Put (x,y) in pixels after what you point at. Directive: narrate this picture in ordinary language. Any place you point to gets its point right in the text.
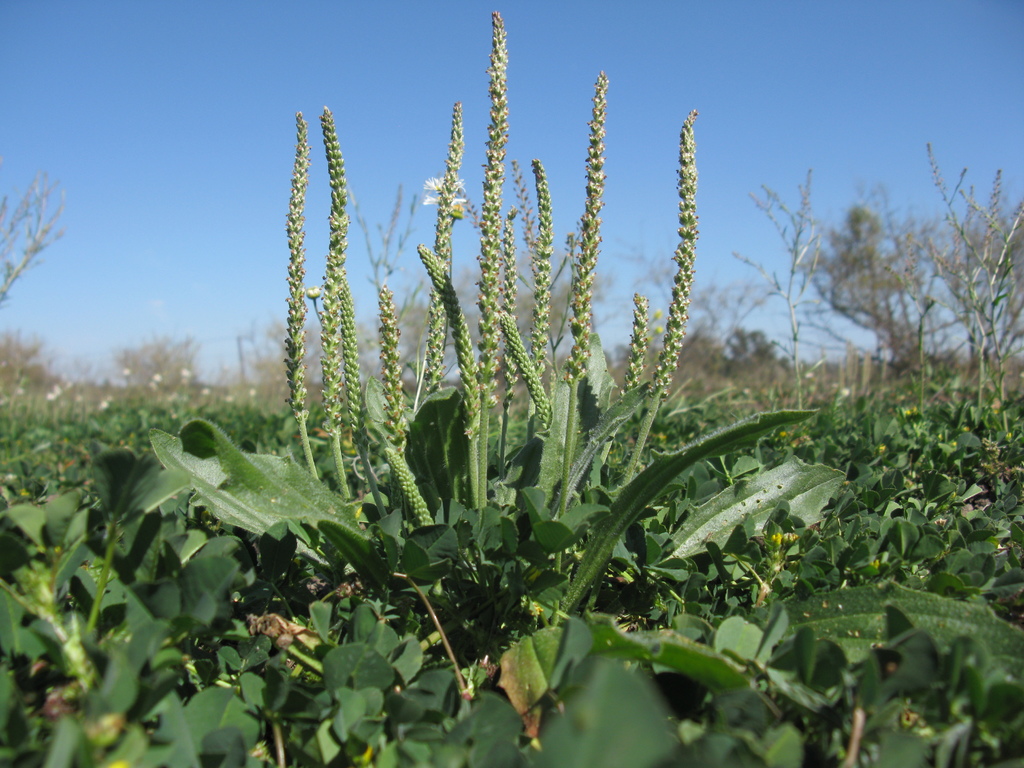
In this image we can see some plants (530,480). At the top of the image (584,47) there is the sky (198,188).
